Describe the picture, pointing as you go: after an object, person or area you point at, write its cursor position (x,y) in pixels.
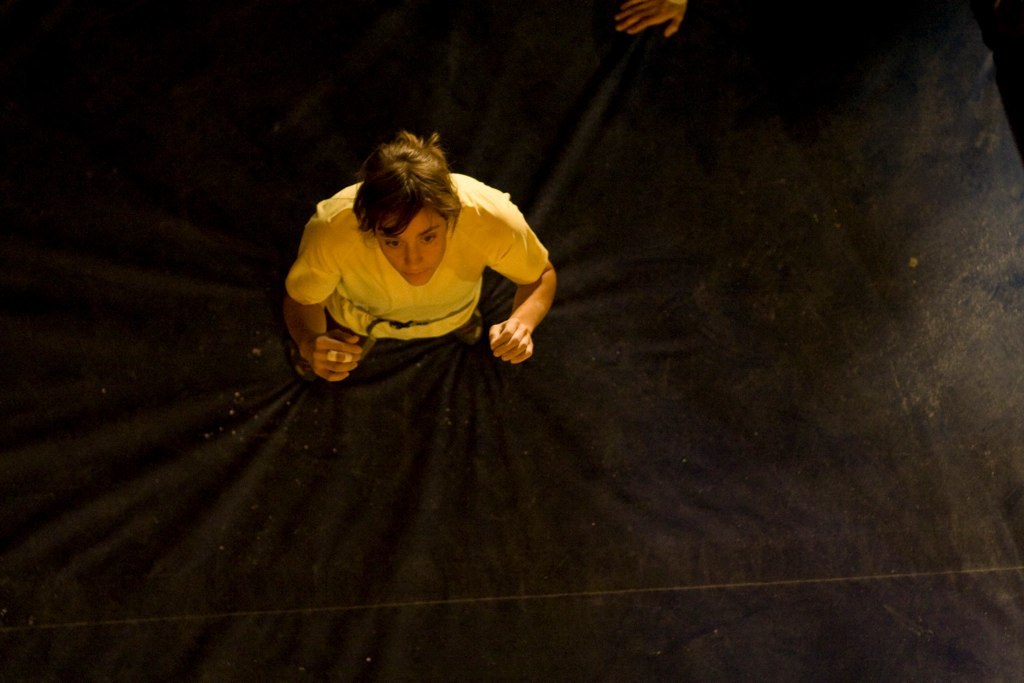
In the middle (577,324) I can see a person (325,231), cloth (728,450) and a person's hand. This image is taken may be during night.
